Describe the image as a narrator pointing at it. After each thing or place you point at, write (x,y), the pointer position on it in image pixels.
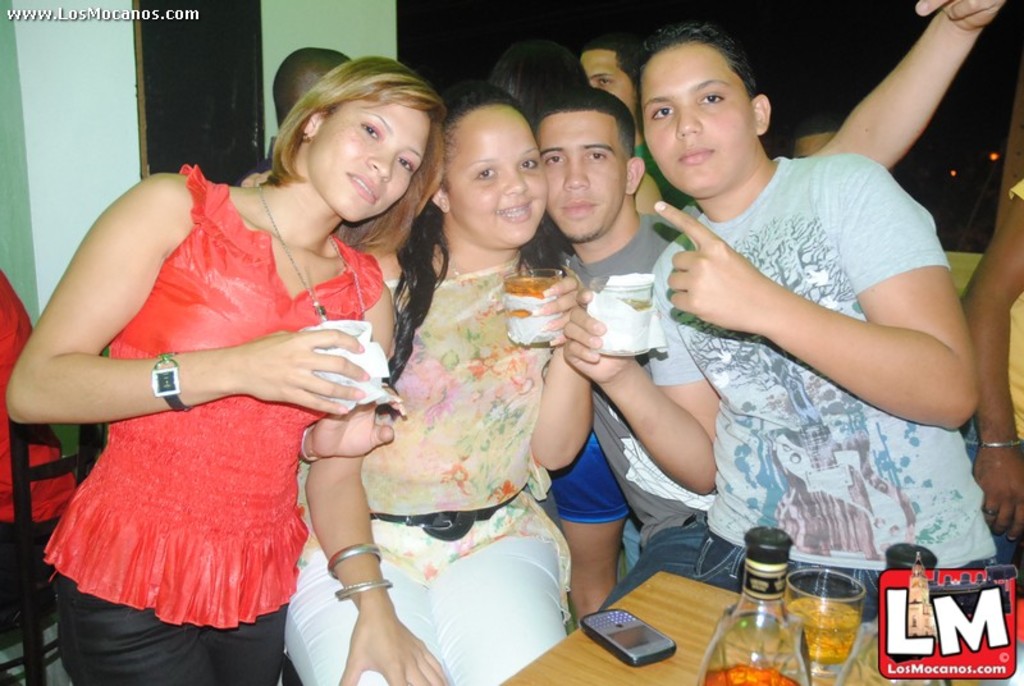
In this image there are group of people (624,410) in the middle (662,406) who are holding the glasses (613,287). In front of them there is a table (683,629) on which there is a mobile (624,635), glass (816,606) and some wine bottles (784,653).
